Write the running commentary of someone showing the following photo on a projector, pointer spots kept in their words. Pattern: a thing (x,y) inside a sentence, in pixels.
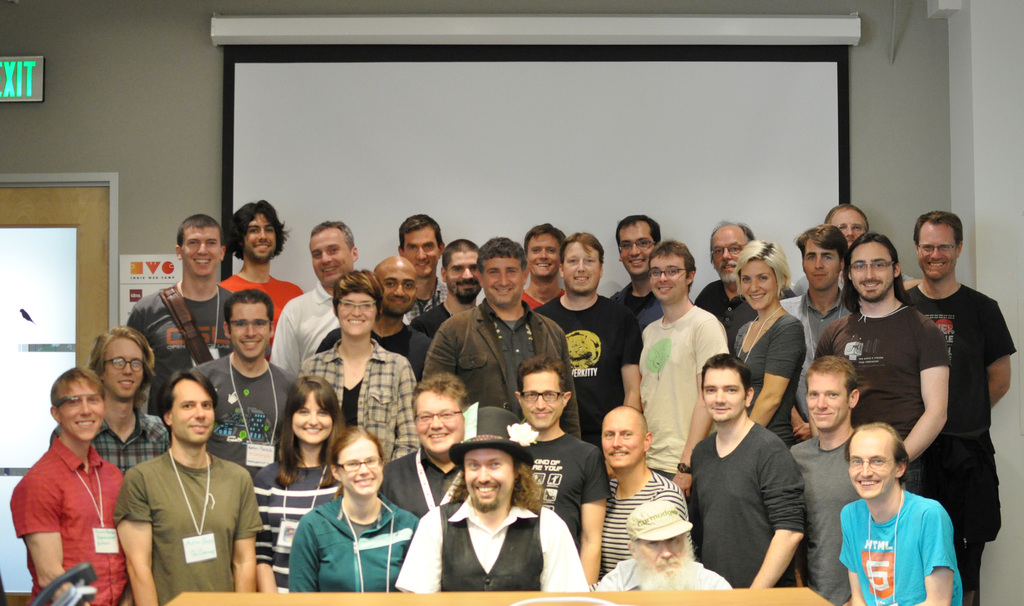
In this image, we can see a few people (907,419). We can see the wall (153,84). We can see a display screen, a board (120,272) with text (7,91) and the screen (291,218). We can also see some wood (76,215) with glass (18,360). We can also see some objects (210,602) at the bottom (46,589).
